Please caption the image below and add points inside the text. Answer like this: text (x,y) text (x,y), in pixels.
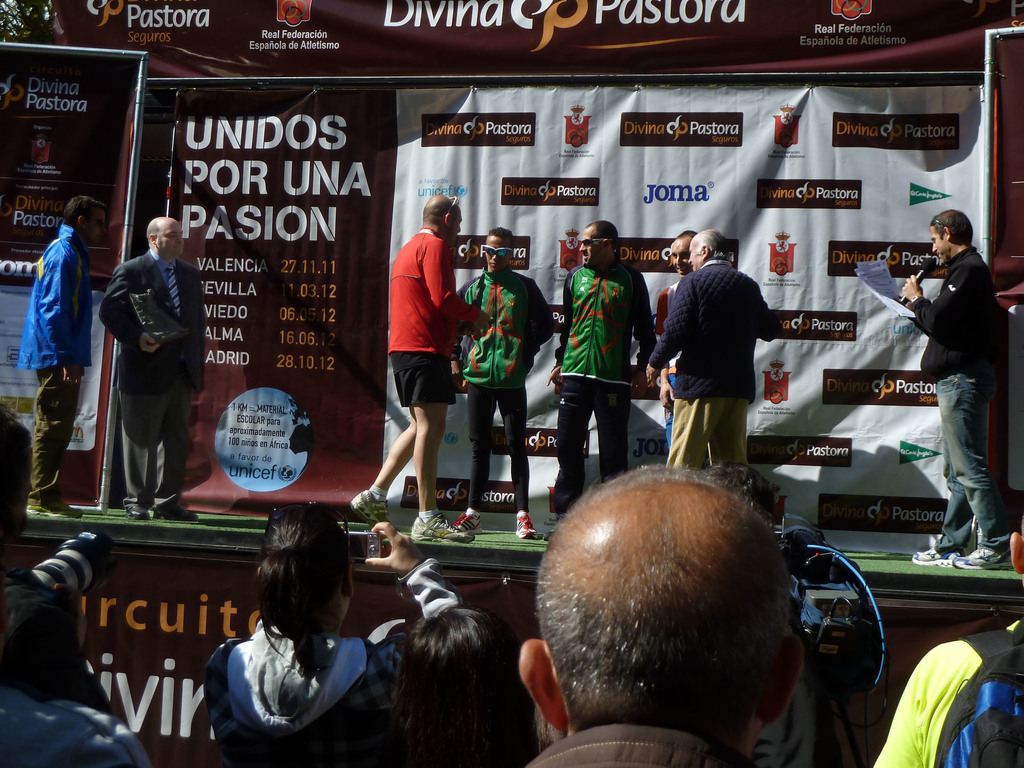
In this picture there are group of people (148,403) standing on the stage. On the right side of the image (945,370) there is a person (950,244) standing and holding the microphone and paper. In the middle of the image (407,314) there are group of people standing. On the left side of the image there is a person (134,334) with grey suit (179,410) is standing and holding the object (145,324). At the back (753,169) there are hoardings (799,499). In the top left (33,22) there is a tree (41,11). In the foreground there are group of people (609,513) standing and few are holding the camera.
